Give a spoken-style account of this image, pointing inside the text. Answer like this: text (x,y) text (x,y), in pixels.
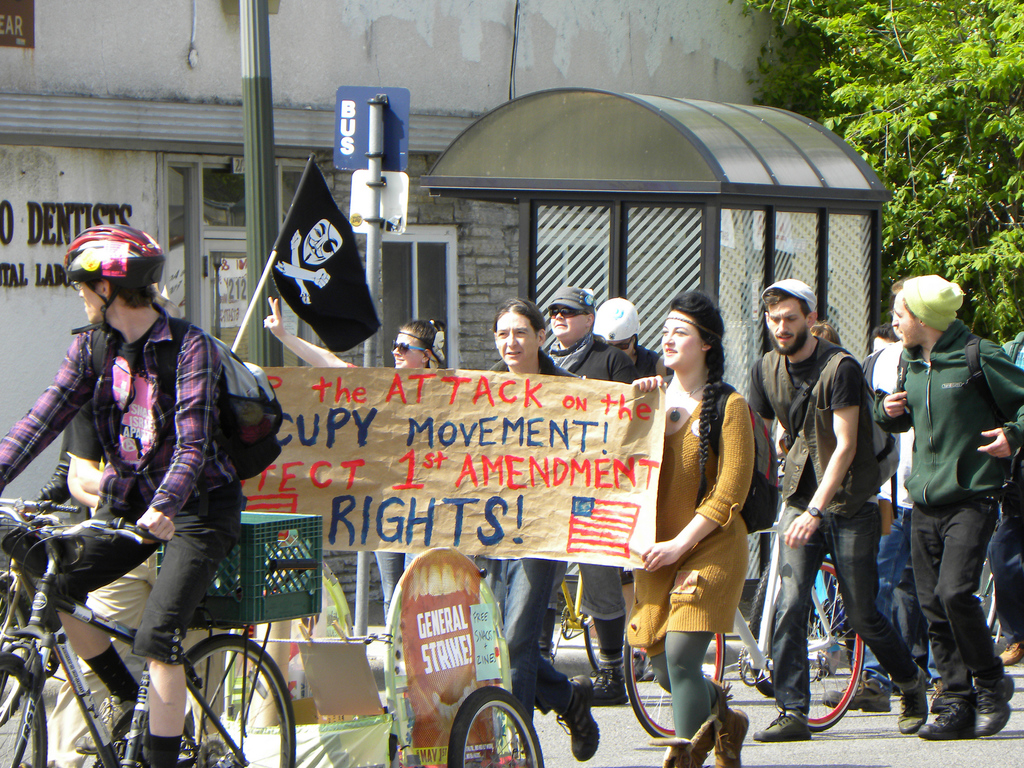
In this picture there is a man (218,479) riding bicycle (84,680). There is a flag (323,275). There are group of people (505,319) who are walking. There is a poster (491,454). There is a pole (250,147) and a tree (898,197).
